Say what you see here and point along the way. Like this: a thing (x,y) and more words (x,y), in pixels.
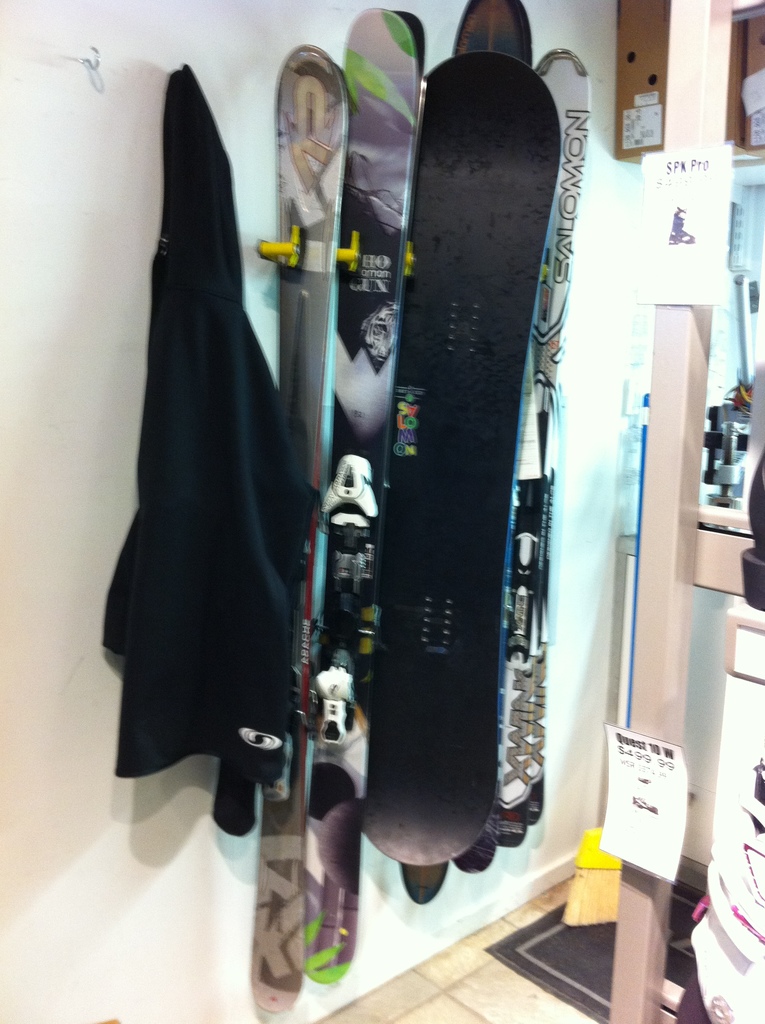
In this image we can see ski boards (381,714) and a jacket (210,242) placed on the hanger (547,275). On the right (662,784) there is a broomstick (613,891) and some objects (734,711). There are cardboard boxes (665,88) and we can see a pole (687,395). There are boards (651,865).
